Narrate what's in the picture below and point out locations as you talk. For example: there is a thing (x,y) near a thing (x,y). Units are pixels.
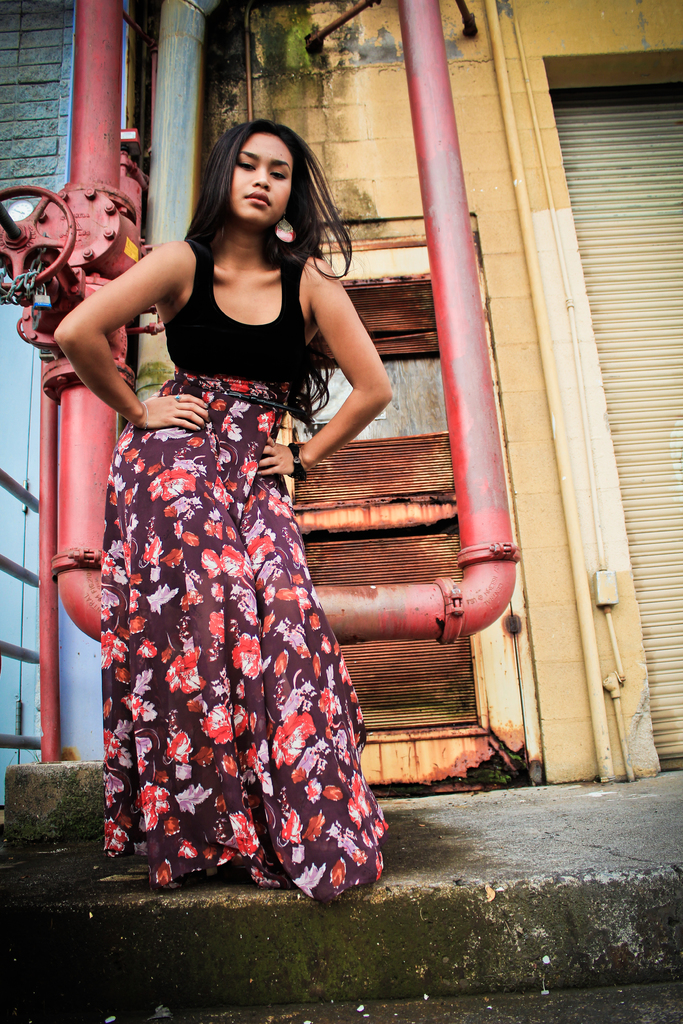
In this image I can see a woman (339,771) on the road (537,863). In the background (601,754), I can see buildings (537,438), metal pipes (461,394) and walls (504,384). This image is taken may be during a day.
